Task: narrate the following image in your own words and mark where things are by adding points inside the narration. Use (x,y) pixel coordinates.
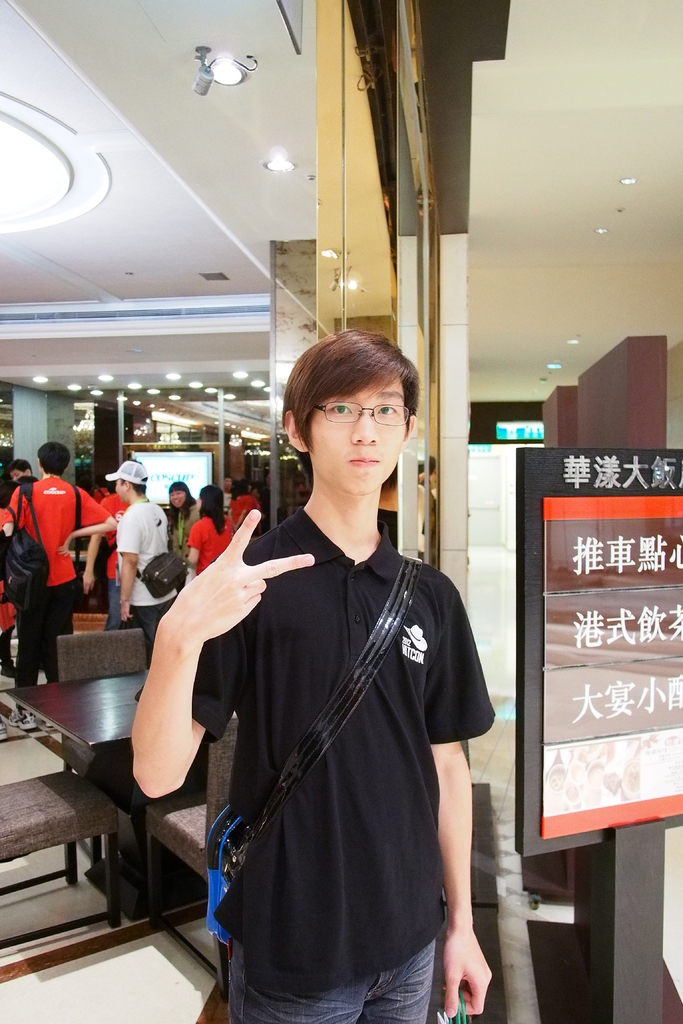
In front of the image there is a person (270,693), behind the person (203,724) there are tables (96,739), chairs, display boards (541,549) with text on it, the pillar (425,533) and some people (175,545), at the top of the image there are lamps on the roof (211,148).
